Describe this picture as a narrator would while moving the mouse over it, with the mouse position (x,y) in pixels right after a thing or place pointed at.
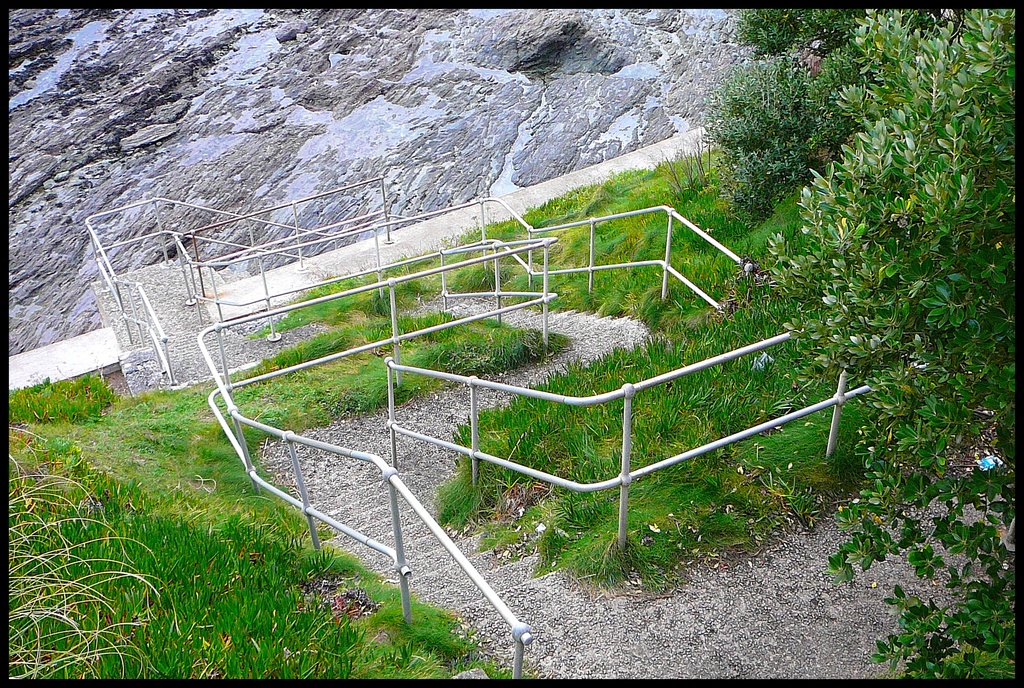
In the image there are steps (516,597) and around the steps (534,603) there is a lot of grass (610,203) and on the right side (889,141) there are trees (837,265), behind the steps (203,279) there is a rock surface (465,90).
